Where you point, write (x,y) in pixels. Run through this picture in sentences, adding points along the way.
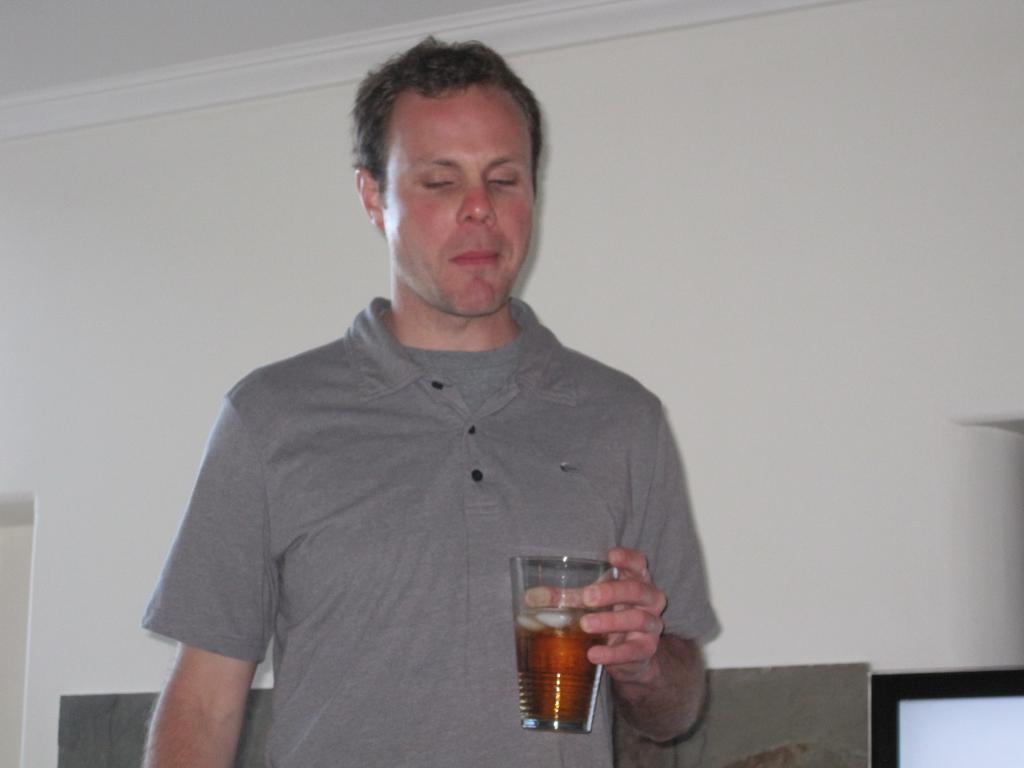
There is a man (398,485) standing and holding a glass (551,616) in his hand (592,598), wearing a t shirt (456,532). In the background (670,238) there is a wall (151,254).
